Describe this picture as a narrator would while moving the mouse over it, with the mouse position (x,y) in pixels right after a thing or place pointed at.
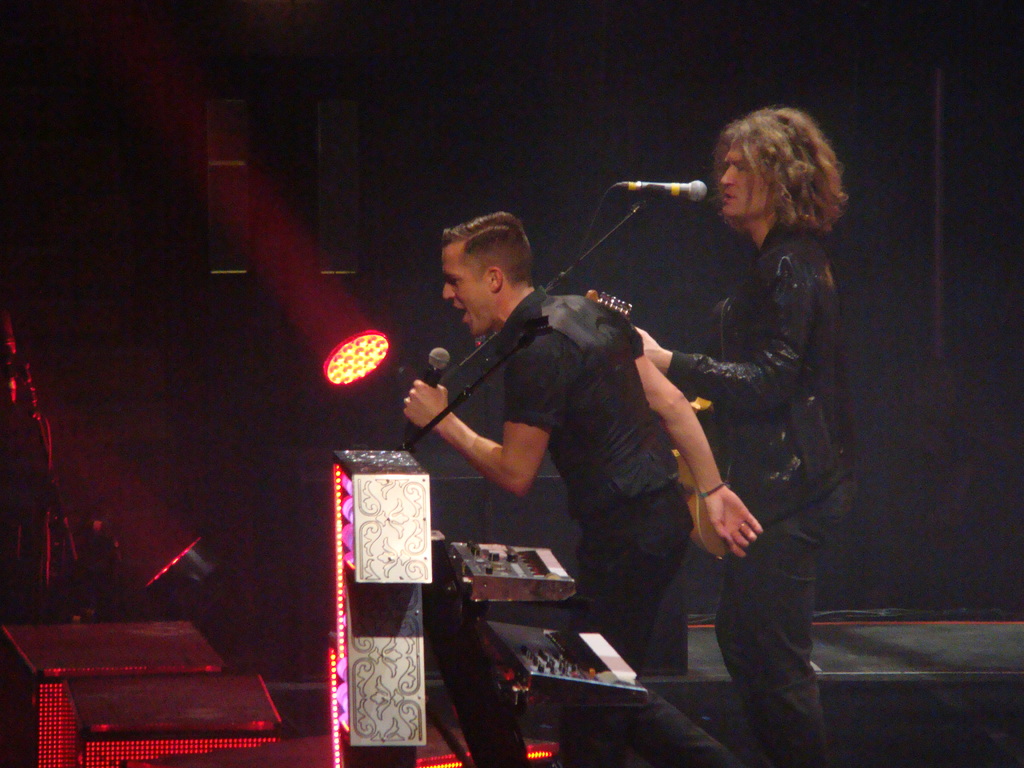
In this picture, we see two men (502,293) are standing. They are singing the song on the microphone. The man (604,420) on the left side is holding a microphone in her hands (441,426). In front of them, we see table (449,659) and music recorders (542,640). They might be standing on the stage (213,720). In the background (206,207), it is black in color. This picture might be clicked in the musical concert.
